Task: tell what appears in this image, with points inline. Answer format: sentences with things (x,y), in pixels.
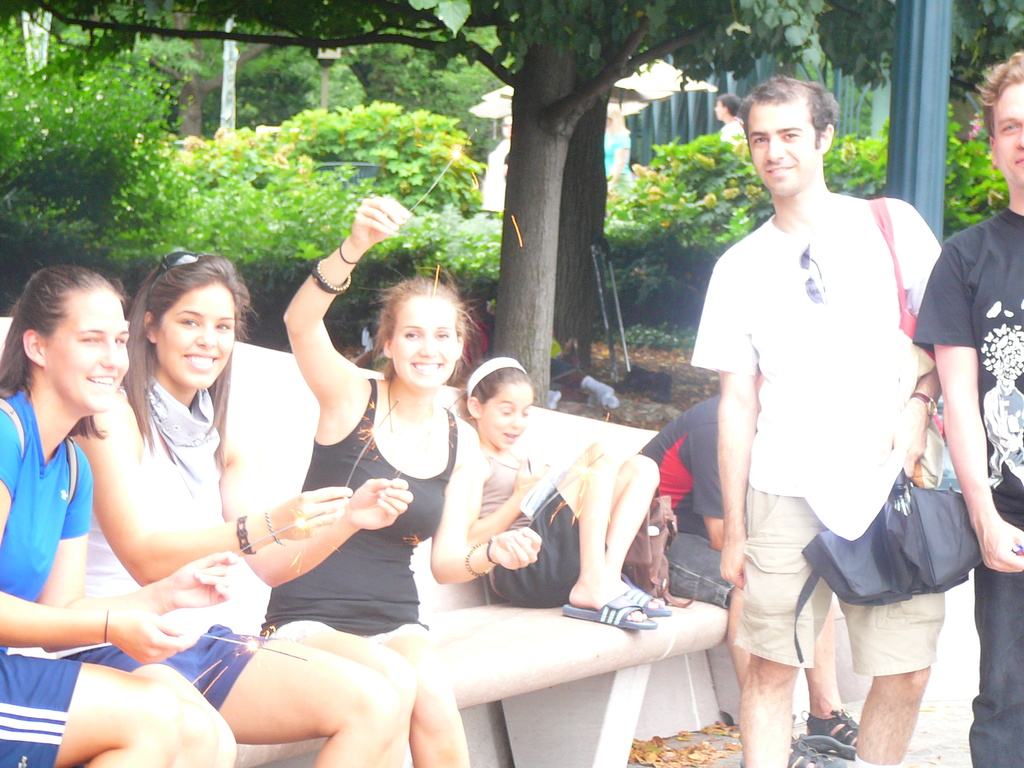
In this image we can see people (48,594) sitting on the bench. On the right (770,307) there are people (855,456). In the background (477,232) there are trees (695,72) and there are some people (625,168) walking.
